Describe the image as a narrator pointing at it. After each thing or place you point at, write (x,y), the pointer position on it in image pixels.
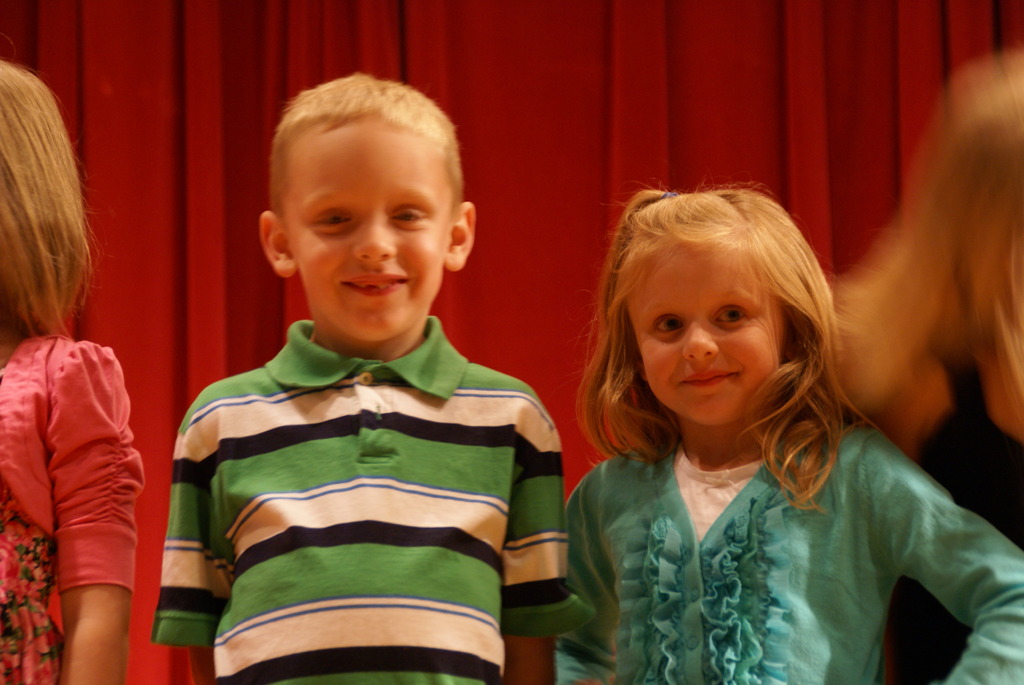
In this image in the center (535,396) there are some children (498,436) standing, and in the background (468,143) it looks like a curtain (179,164).
